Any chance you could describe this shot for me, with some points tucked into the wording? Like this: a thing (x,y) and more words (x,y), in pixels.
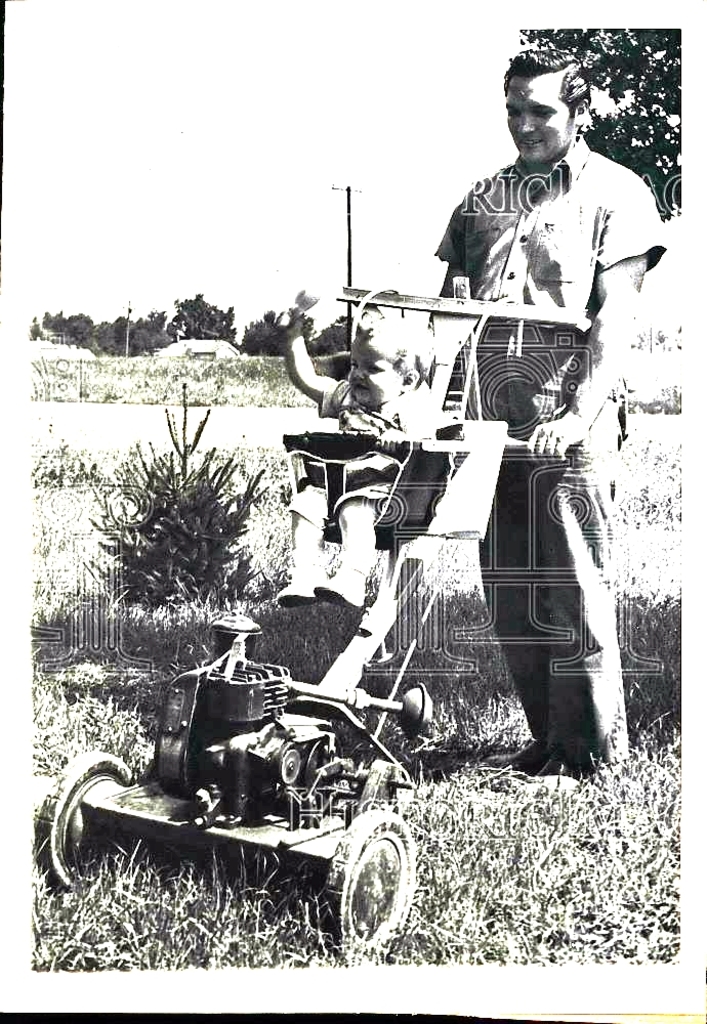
In this image I can see the black and white picture in which I can see a person (543,247) wearing shirt (545,292) and pant (577,655) is standing and holding a lawn mower (263,750) in his hands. In the background (188,483) I can see few trees (631,126), a pole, a house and the sky (223,152).
